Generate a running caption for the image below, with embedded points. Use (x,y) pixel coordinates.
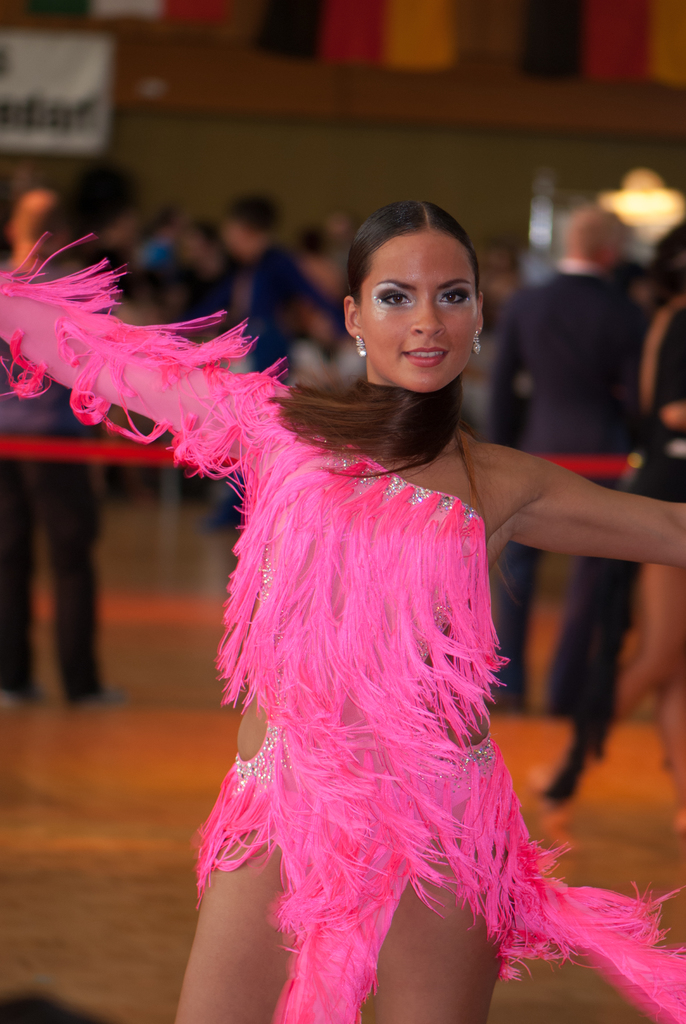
There is a woman (375,279) in pink color dress (404,633) dancing on the floor (542,974). In the background (645,314), there are other persons (683,273) some of them are dancing on the floor (636,784). And the background (298,156) is blurred.
